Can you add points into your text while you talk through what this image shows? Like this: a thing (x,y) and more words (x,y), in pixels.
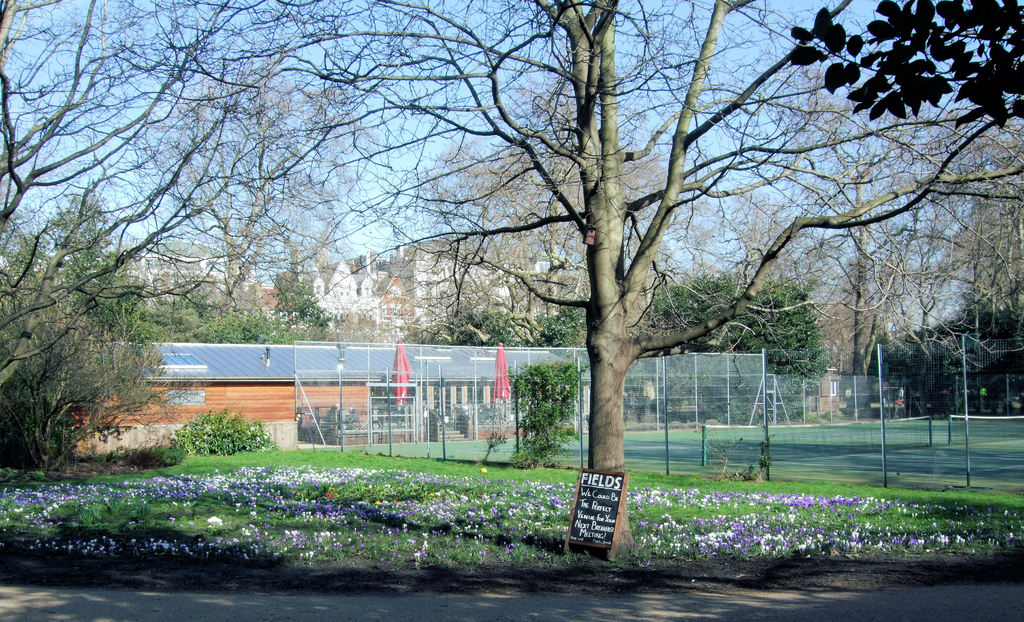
At the bottom of the image (600,610) there is a road (576,606). Behind that on the ground (351,448) there is grass (99,508) and also there are flowers (486,514). There is a tree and in front of the tree (592,412) there is a board (616,511) with something written on it. Behind them there is fencing (824,410). Behind the fencing (843,472) there is a court (700,432) with nets (853,430). And also there are buildings (223,378) with roofs (249,378) and walls (236,386). There are many trees (767,297). Behind the trees (487,287) there are buildings (144,271). And also there is sky (384,219) in the background (374,232).
